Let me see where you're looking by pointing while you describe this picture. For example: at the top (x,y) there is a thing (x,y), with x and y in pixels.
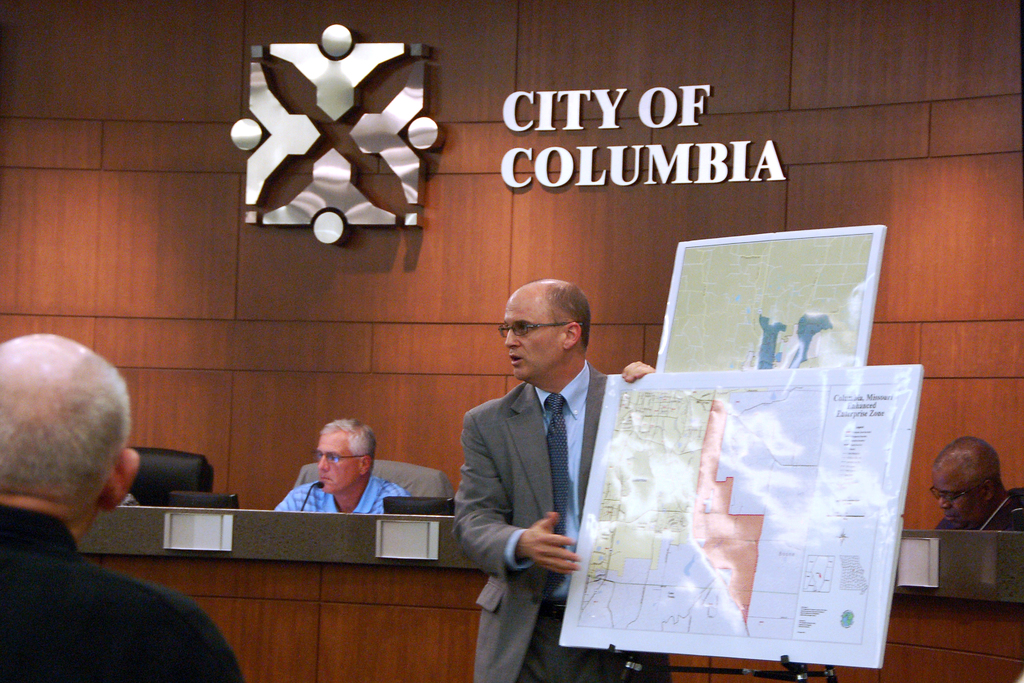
This picture seems to be clicked inside the hall (118,206). On the right (689,670) we can see a person (520,434) wearing suit (520,502) and standing and we can see the text (874,404) and some pictures (716,433) on the boards (738,582) and we can see the metal stand (617,652). On the left corner (31,442) we can see a person (221,680). In the background (342,75) we can see the text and some pictures (342,75) on the wall (283,396), we can see the two persons (962,502) sitting on the chairs (423,475), we can see the microphone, chair (193,470) and some other objects (317,512).
